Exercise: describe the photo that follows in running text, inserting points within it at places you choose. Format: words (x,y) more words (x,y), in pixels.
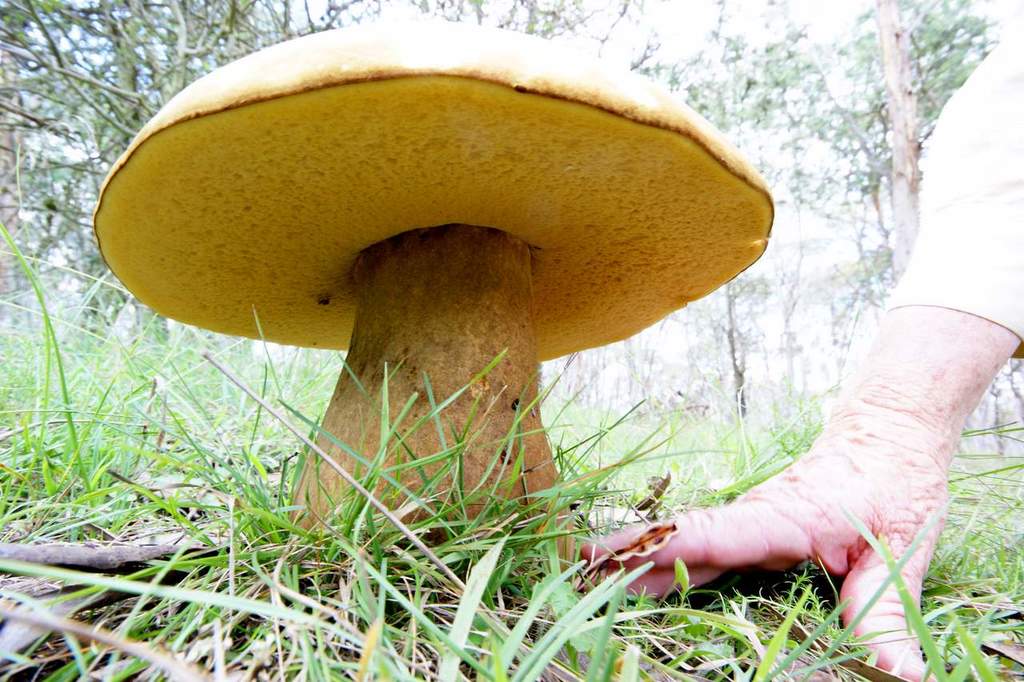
In the image there is a large mushroom (360,445) in between the grass (418,584) and beside the mushroom (230,248) there is a hand (868,576) of a person (776,487), in the background (47,86) there are many trees (771,152).
